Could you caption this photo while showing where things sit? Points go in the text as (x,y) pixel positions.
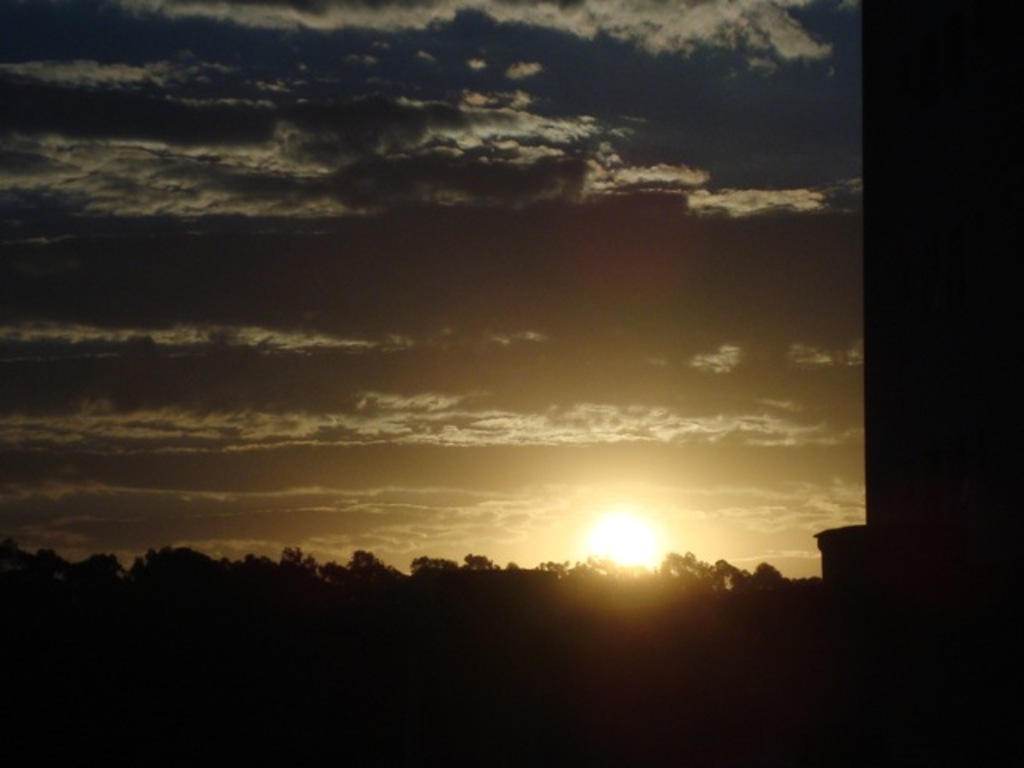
In this image, we can see trees (291,610), sun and the sky (492,486).
